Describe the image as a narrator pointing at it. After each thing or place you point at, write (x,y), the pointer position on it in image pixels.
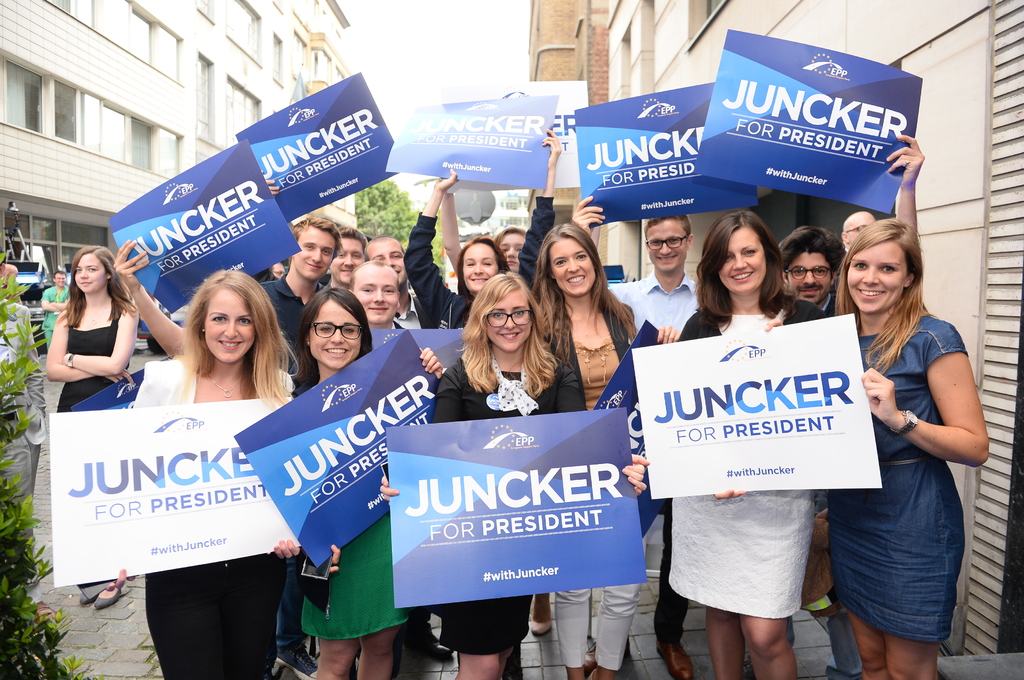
In this image there are a few people (382,289) standing with a smile (328,353) on their face (325,319), the people (375,295) are holding placards (261,236) in their hand (440,179), in the background of the image (527,221) there are buildings (269,94) and trees (397,231).
